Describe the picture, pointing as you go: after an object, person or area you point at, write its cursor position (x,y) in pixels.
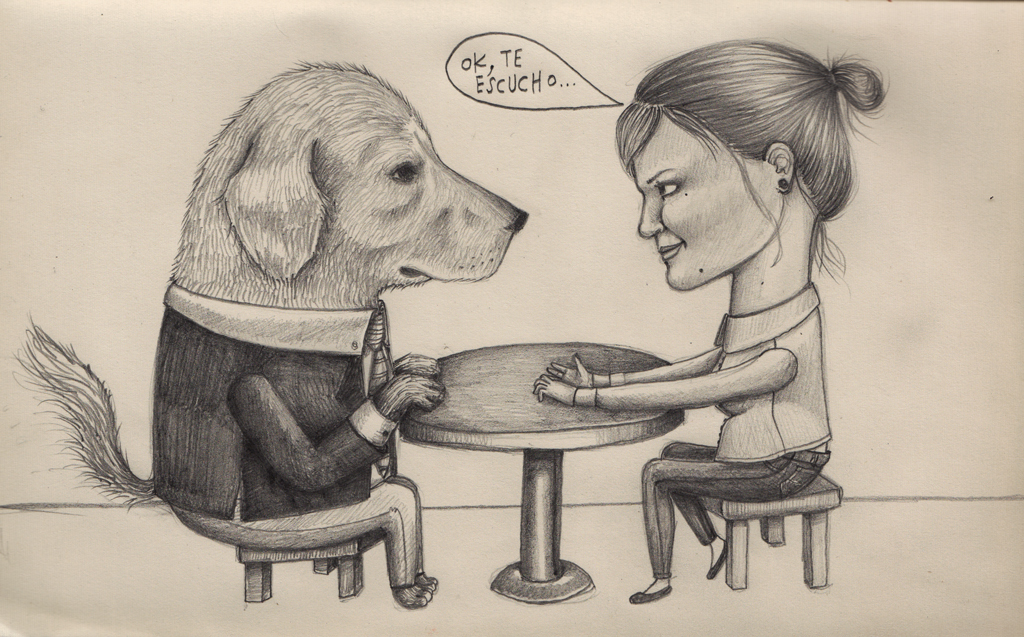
In this image I see the sketch (327,296) of a dog (340,267) and a woman (741,245) who are sitting on stools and I see a table (548,427) over here and I see something is written over here.
